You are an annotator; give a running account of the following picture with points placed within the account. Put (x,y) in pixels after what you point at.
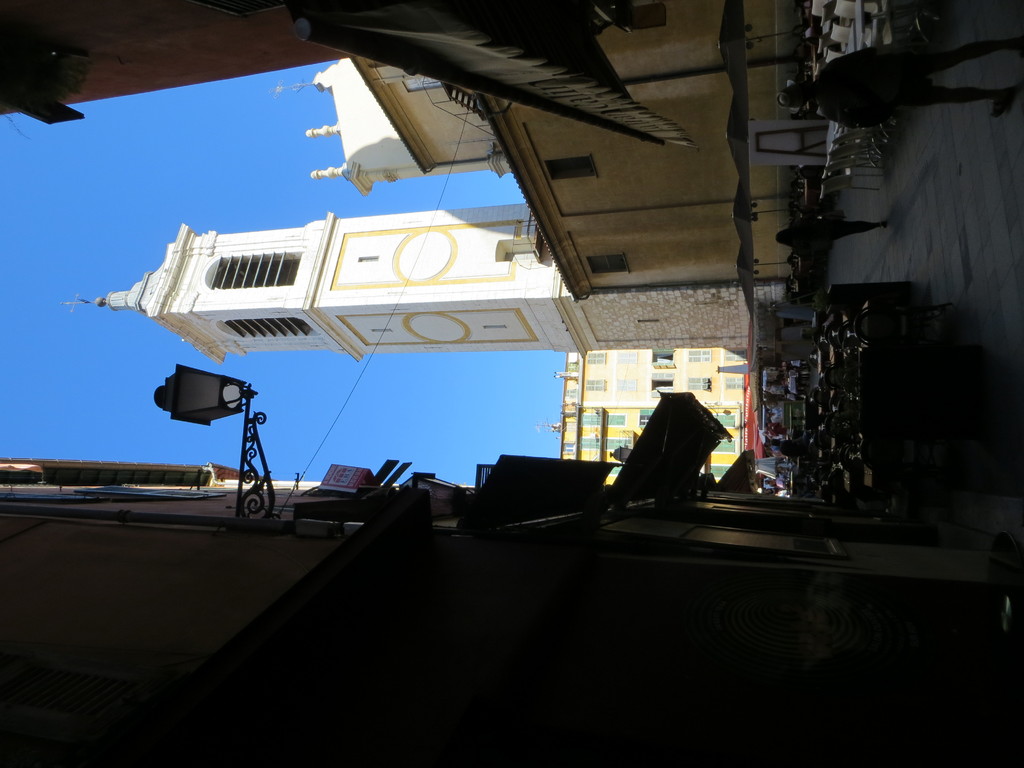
In this picture we can see few buildings (572,360), tables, chairs (837,131) and group of people (783,244), on the left side of the image (209,410) we can see a light (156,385).
